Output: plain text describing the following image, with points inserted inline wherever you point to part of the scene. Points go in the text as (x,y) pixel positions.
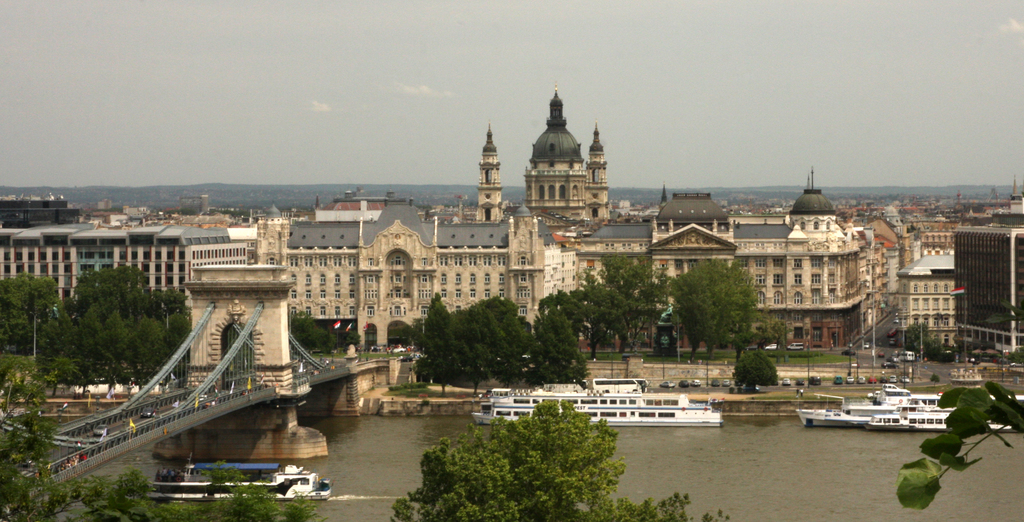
In this image I can see few ships (293,494) on the water (807,486) and I can also see the bridge (256,362), few vehicles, trees (558,461) in green color, buildings (14,205) in white and cream color and the sky (377,73) is in white color.
